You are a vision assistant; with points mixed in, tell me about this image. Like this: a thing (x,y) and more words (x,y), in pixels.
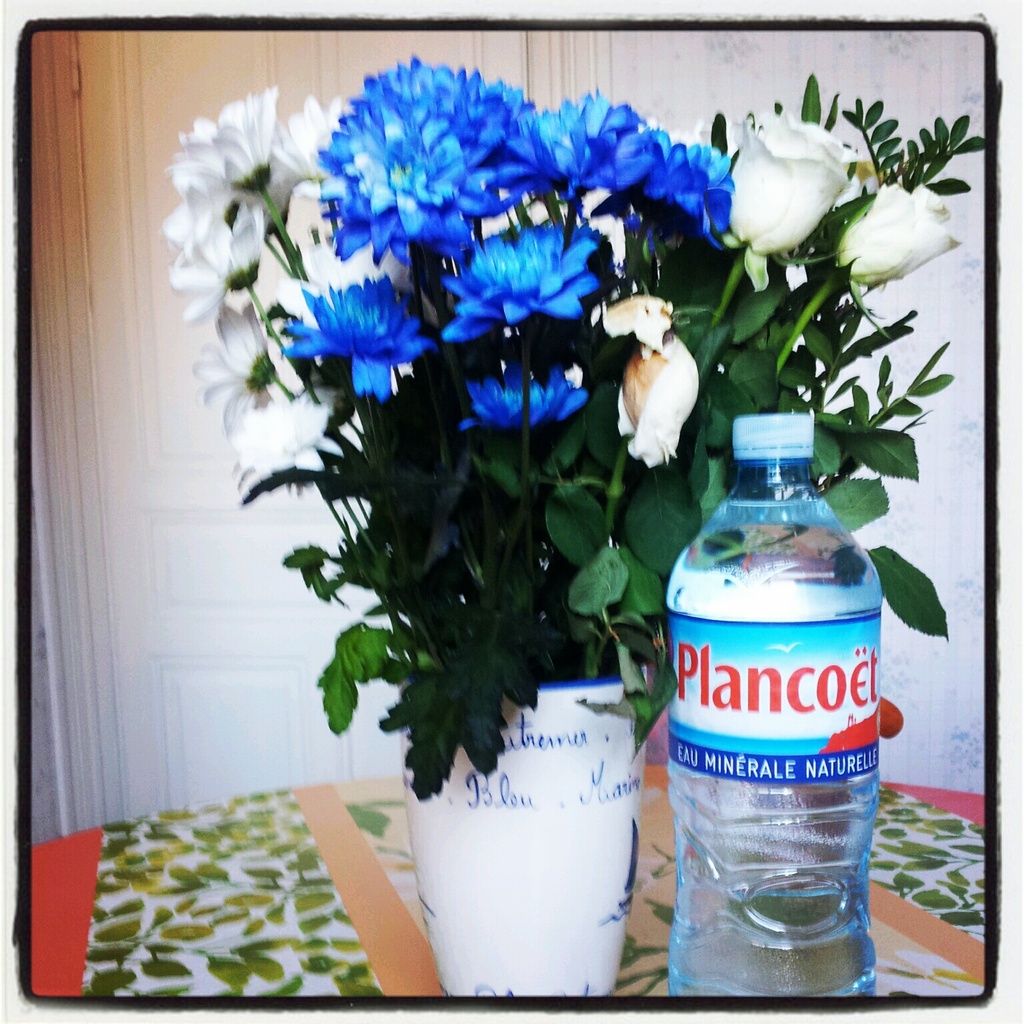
In this image i can see a flower pot (483,789) and a bottle (789,844) on a table (357,895) and the flowers (237,421) are in blue and white in color at the back ground (148,438) i can see a white door (176,695) on the table (200,975) there are few leaves (171,936).
